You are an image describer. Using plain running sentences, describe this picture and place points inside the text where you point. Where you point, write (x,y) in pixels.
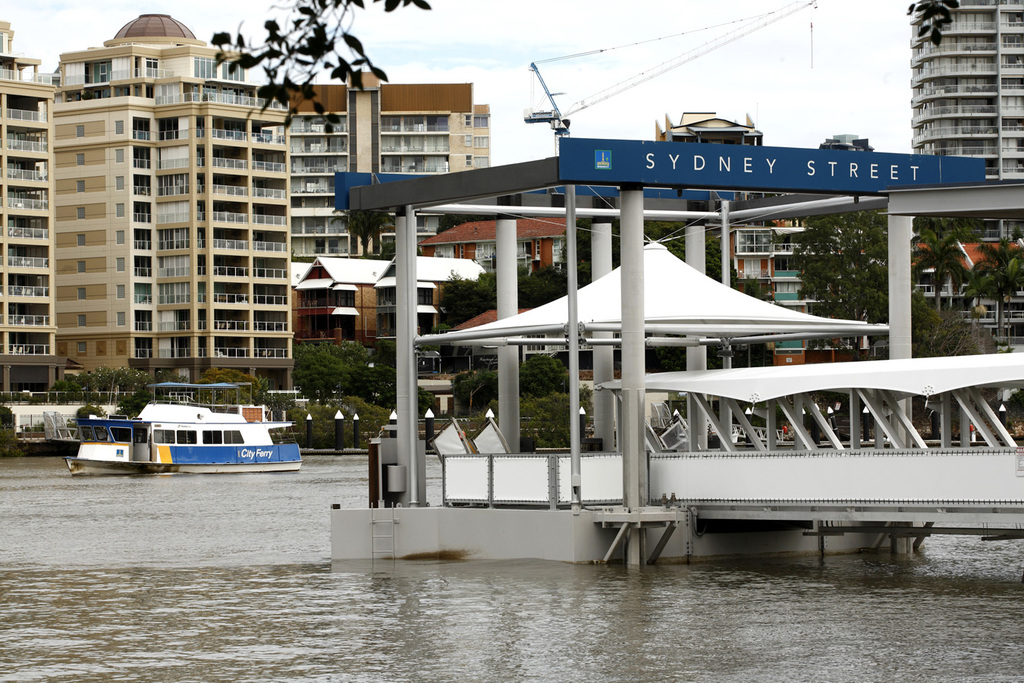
In this image, we can see a boat (156,439) on the water (137,583) and there is a bridge (596,462) and we can see poles (575,314), boards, buildings (213,273), trees (849,235) and there are railings (76,400). At the top (477,24), there is sky (444,17).
